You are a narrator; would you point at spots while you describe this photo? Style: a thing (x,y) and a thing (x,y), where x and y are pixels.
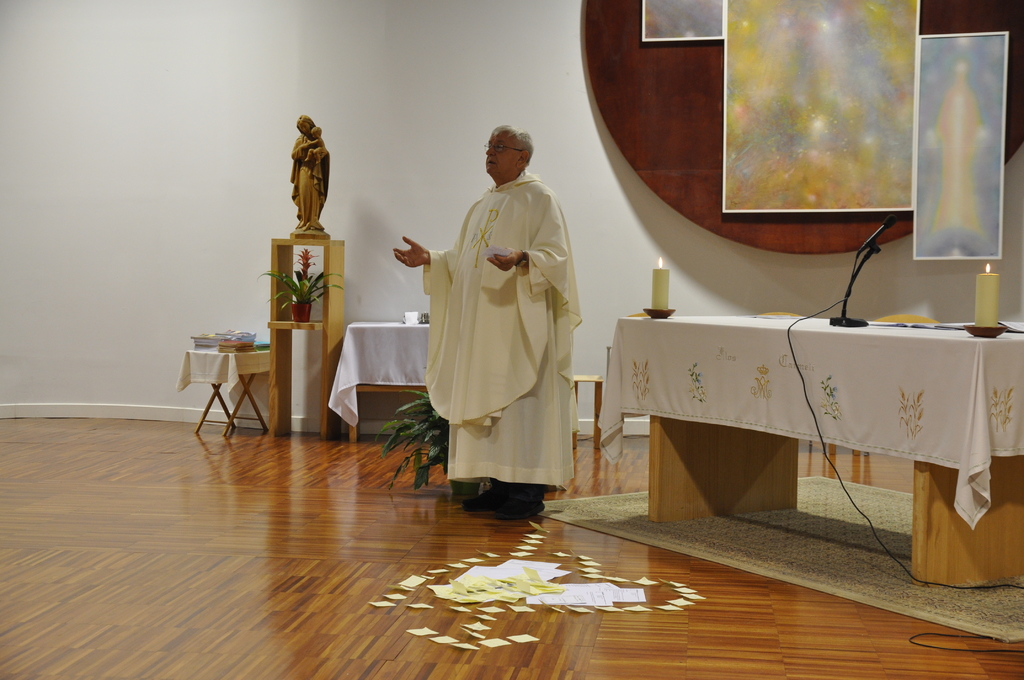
In this image we can see a man (511,388) is standing, there are white papers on the floor (303,468), beside there is a table (961,388) and a white cloth (870,364) on it, there are candles (992,309), there is a microphone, there is a wire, there is a flower pot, there is a sculpture (315,225) on a wooden table (279,371), beside there is a stand (259,373) and some objects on it, there are frames (789,190) on a round panel (641,70), there is a wire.
